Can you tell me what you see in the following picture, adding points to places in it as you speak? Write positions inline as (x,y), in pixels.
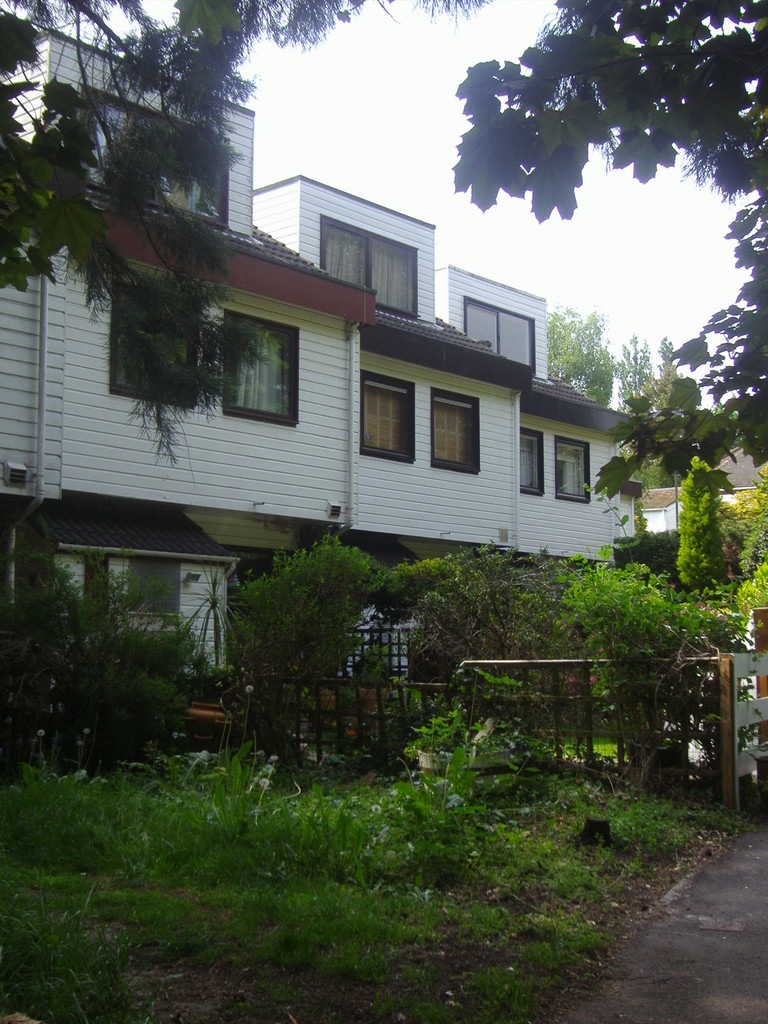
In the picture I can see a building (411,436), the grass (336,874), plants (533,703) and trees (550,205). In the background (397,70) I can see the sky (358,131).
